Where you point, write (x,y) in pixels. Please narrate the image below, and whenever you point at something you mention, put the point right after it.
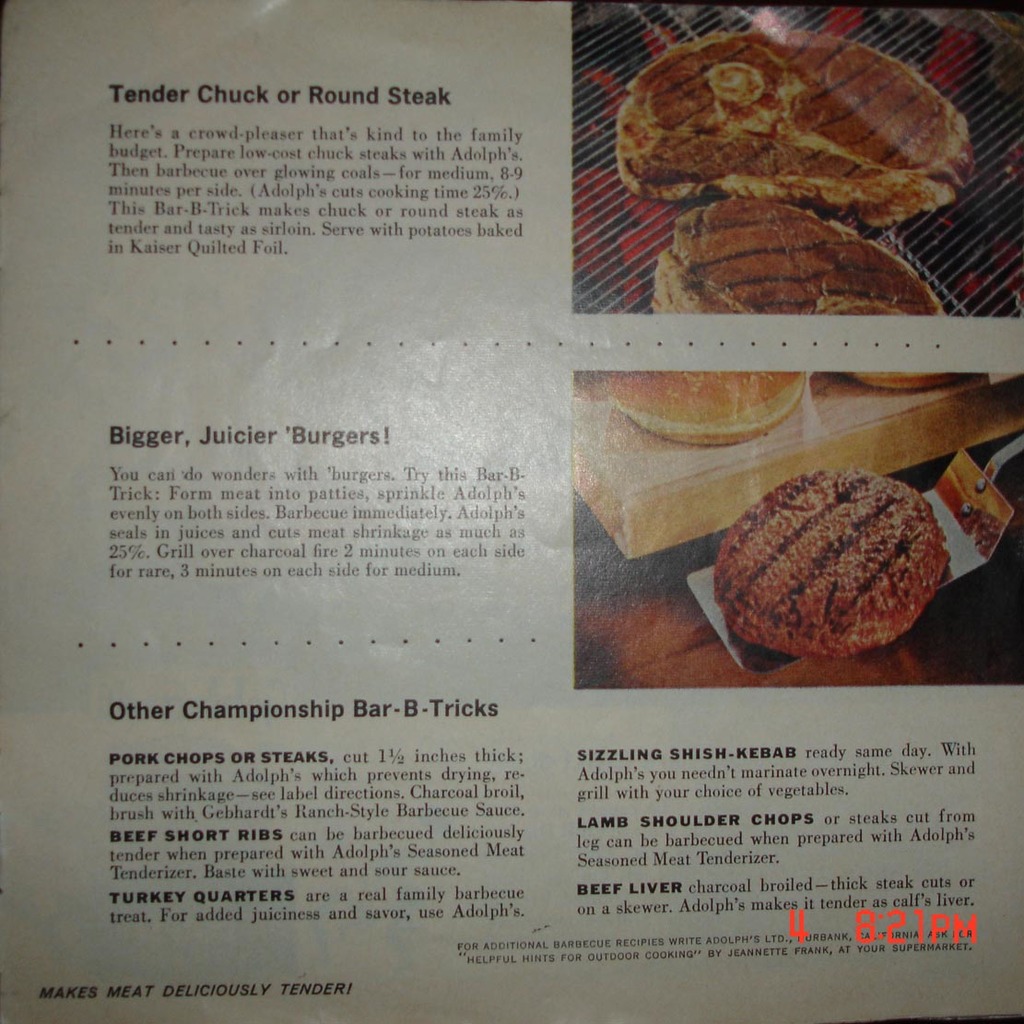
In this image, we can see a poster (540,433) with some images (675,549) and text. We can also see the time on the bottom right (793,927).
